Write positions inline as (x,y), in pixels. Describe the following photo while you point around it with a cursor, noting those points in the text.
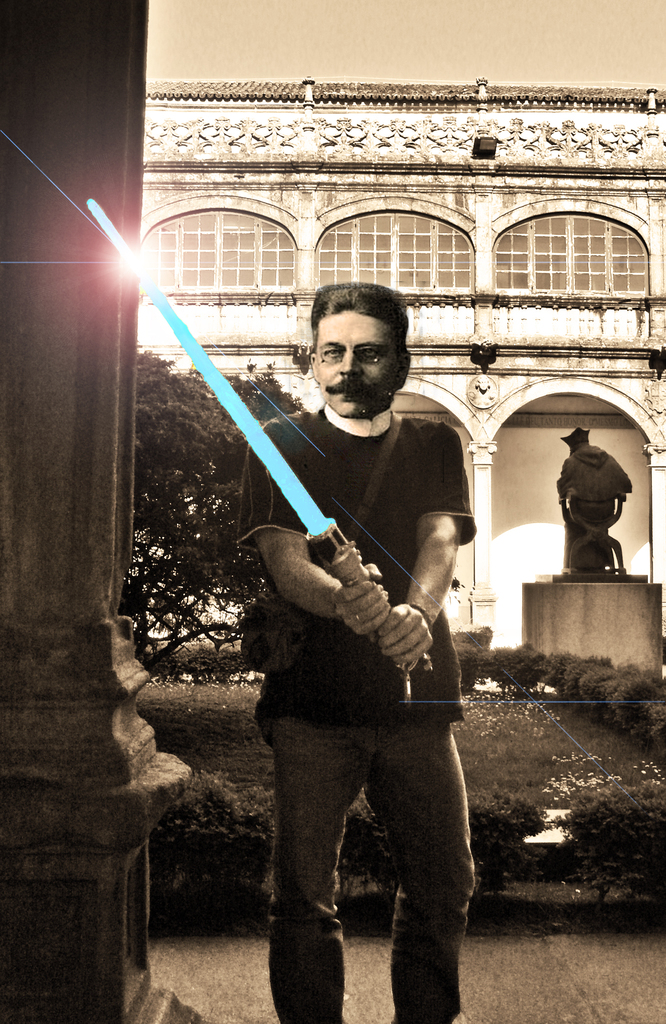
In this picture I can observe a man (343,662) holding sword (235,400) in the middle of the picture (286,607). On the left side (59,725) I can observe pillar (59,725). Behind him I can observe tree (192,500). In the background (306,233) there is a building (370,235).
